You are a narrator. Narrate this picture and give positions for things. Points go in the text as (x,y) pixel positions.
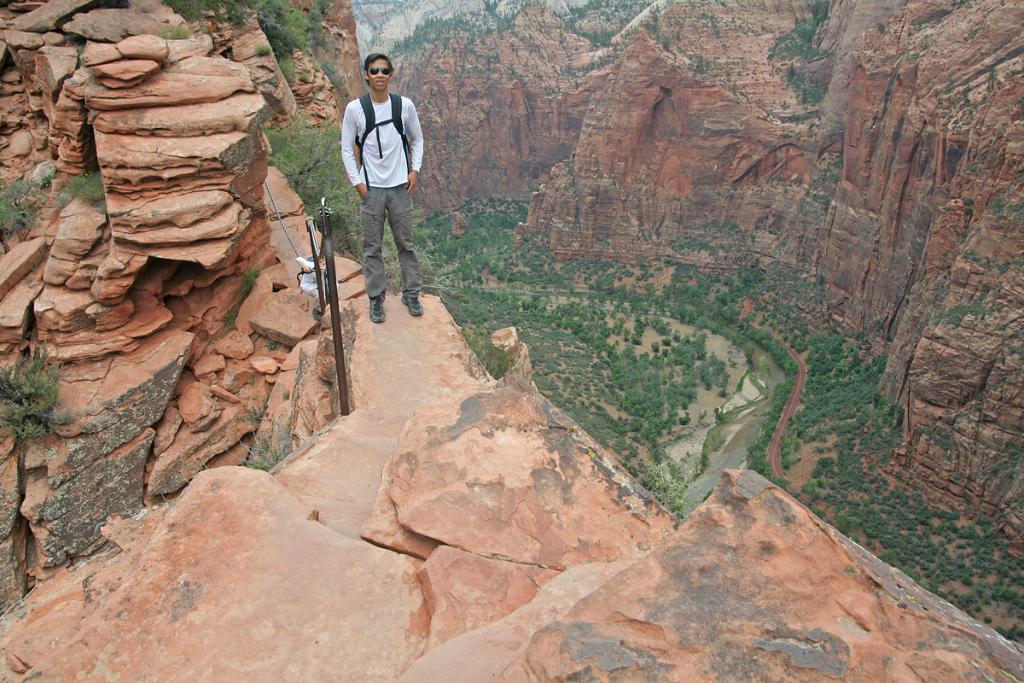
In this image I can see a person (349,157) standing on the mountain (410,322). I can see few trees (583,401). On the right side (925,277) I can see a mountain (803,172).
